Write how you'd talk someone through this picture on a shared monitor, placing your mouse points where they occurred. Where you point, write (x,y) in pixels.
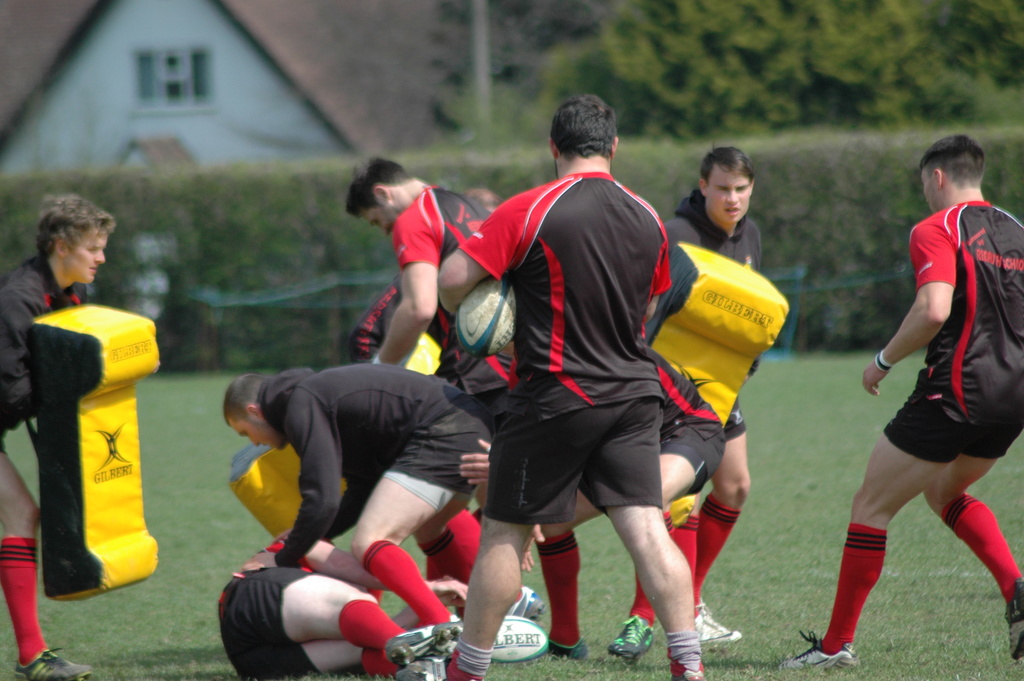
In this image i can see a group of persons (435,293) wearing similar dress (441,394) playing a sport and at the background of the image (538,156) there are trees (649,70) and a house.
